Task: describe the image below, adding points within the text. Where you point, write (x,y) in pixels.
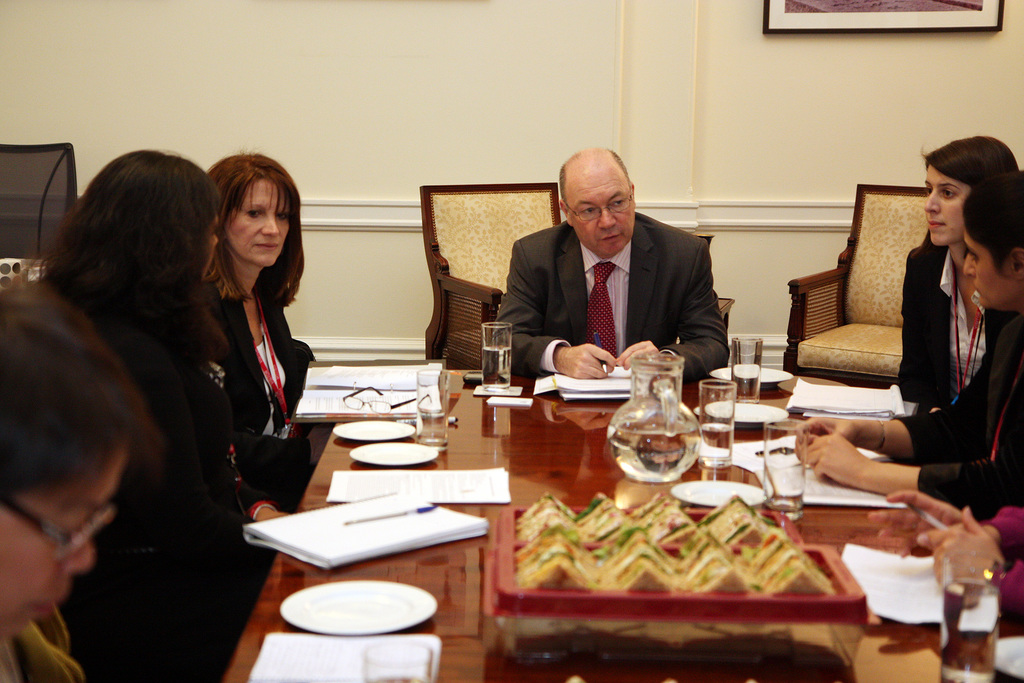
This picture is inside of the room (678,82). There are group of people (672,303) sitting around the table (315,483). There are plates (370,595), books (365,553), pens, glasses (724,390) on the table (357,563). At the back (830,275) there are chairs (446,272) and there is a photo frame (766,23) on the wall (515,26).
